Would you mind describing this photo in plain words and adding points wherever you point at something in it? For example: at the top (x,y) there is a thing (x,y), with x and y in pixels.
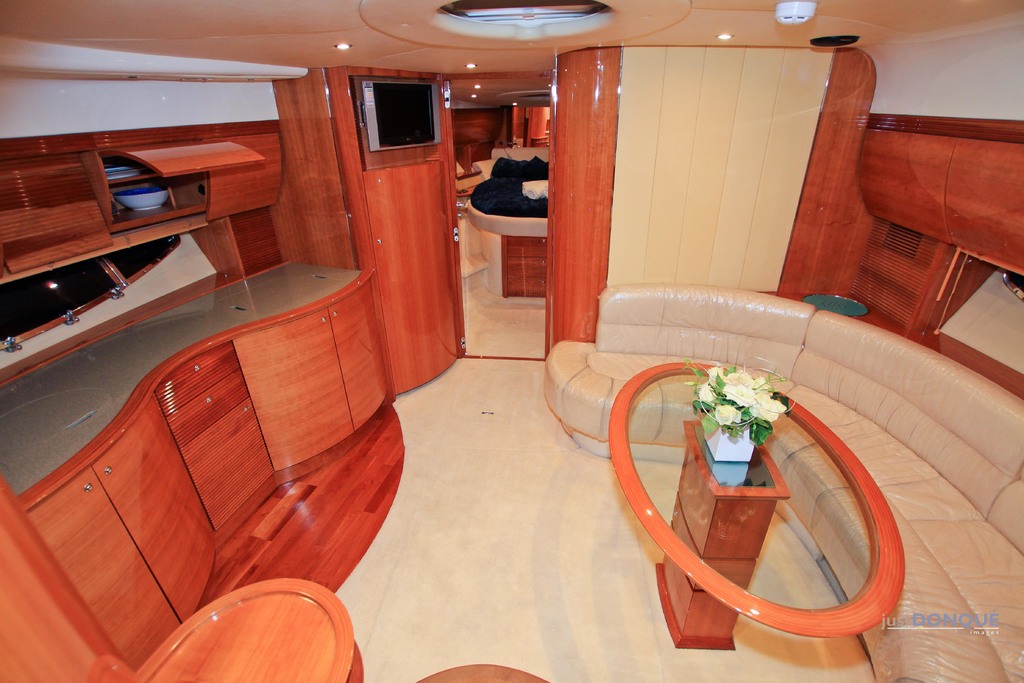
In this image we can see a couch (807,387), there is a flower pot (744,436) on the table (664,495), there are bowls (166,196) in the cupboards (221,184), there is a kitchen slab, there are chairs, a bed (540,208), lights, also we can see the walls (440,92).
